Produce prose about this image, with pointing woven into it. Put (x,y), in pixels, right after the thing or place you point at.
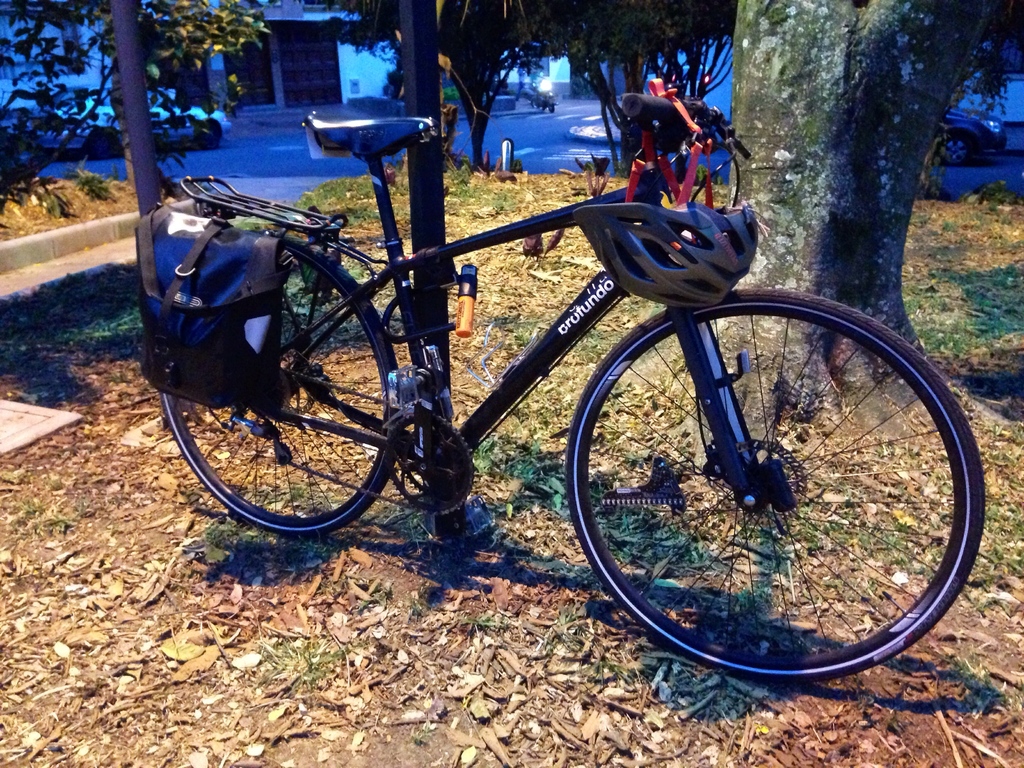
There is a bag (271,394) and a helmet (614,207) attached to a bicycle (654,187), which is tied with a pole (430,42) on the ground (596,686), on which there are dry leaves (599,642). Beside this bicycle (436,455), there is a tree (783,325) on the ground (792,518). In the background (695,85), there are trees (729,29), a road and buildings (340,93).
